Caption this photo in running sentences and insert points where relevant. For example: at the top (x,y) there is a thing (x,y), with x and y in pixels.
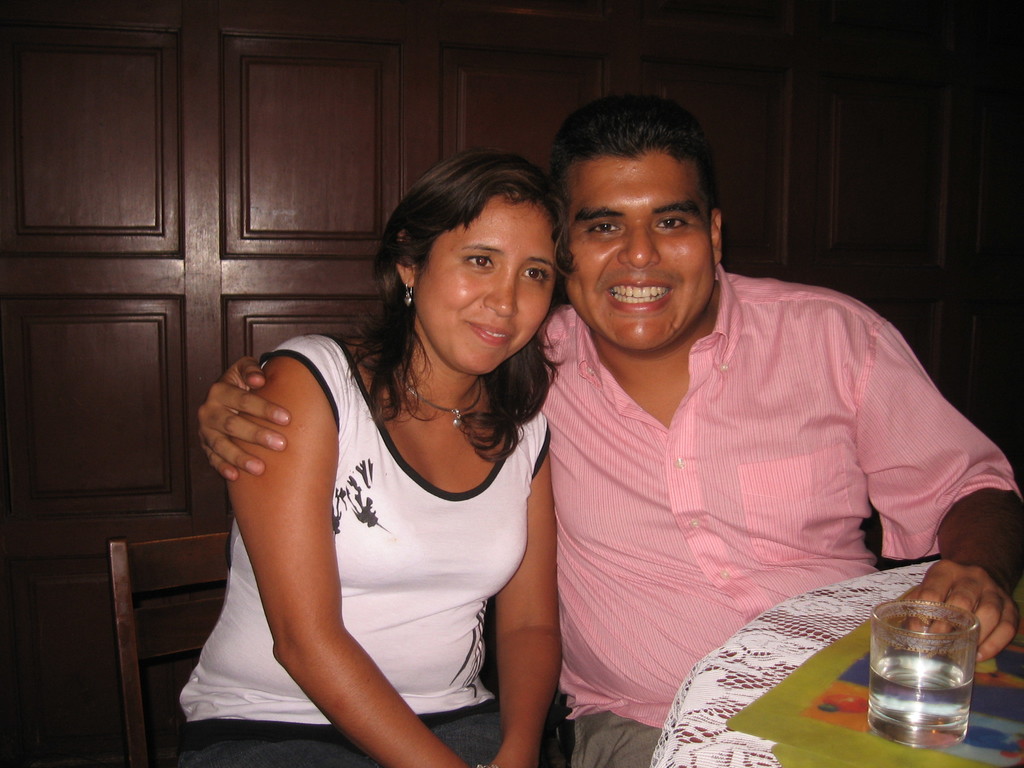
In the center of the image (481,298) there is a lady (512,355) and a man (965,479) sitting on the chairs (214,553). There is a table (921,767) to the right side of the image (823,739). There is a glass (907,698) on the table (862,688). In the background of the image (118,464) there is a wooden wall (331,137).
